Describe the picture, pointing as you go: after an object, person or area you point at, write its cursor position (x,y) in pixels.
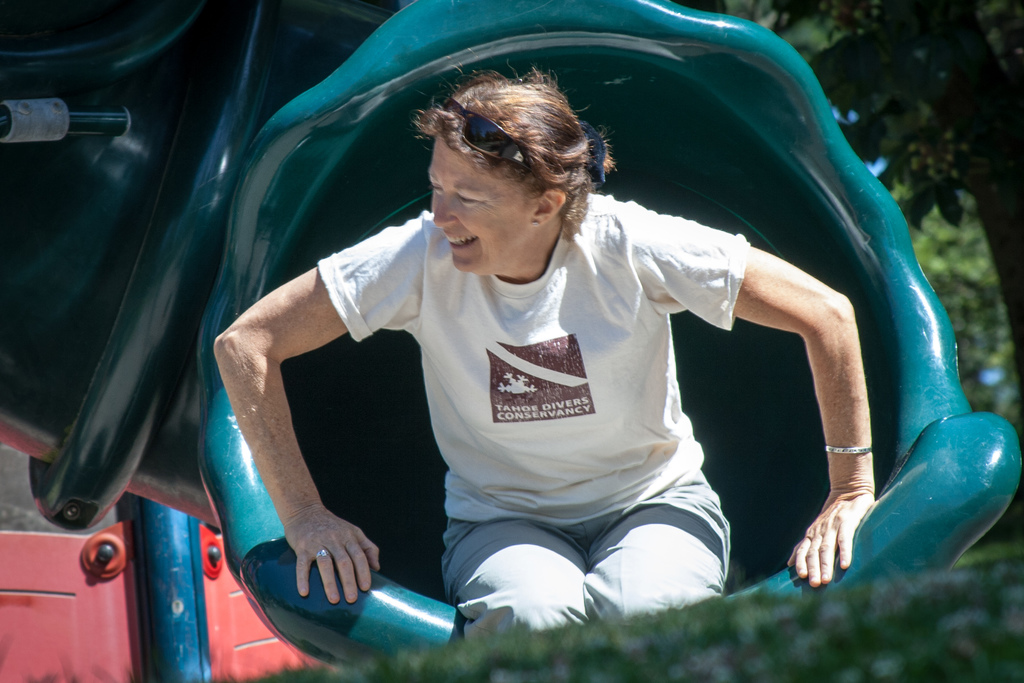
In the image we can see a woman (584,380) wearing clothes (584,442), finger ring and bracelet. She is sitting, this is an object (118,142), goggles (483,123) and tree (822,74).
